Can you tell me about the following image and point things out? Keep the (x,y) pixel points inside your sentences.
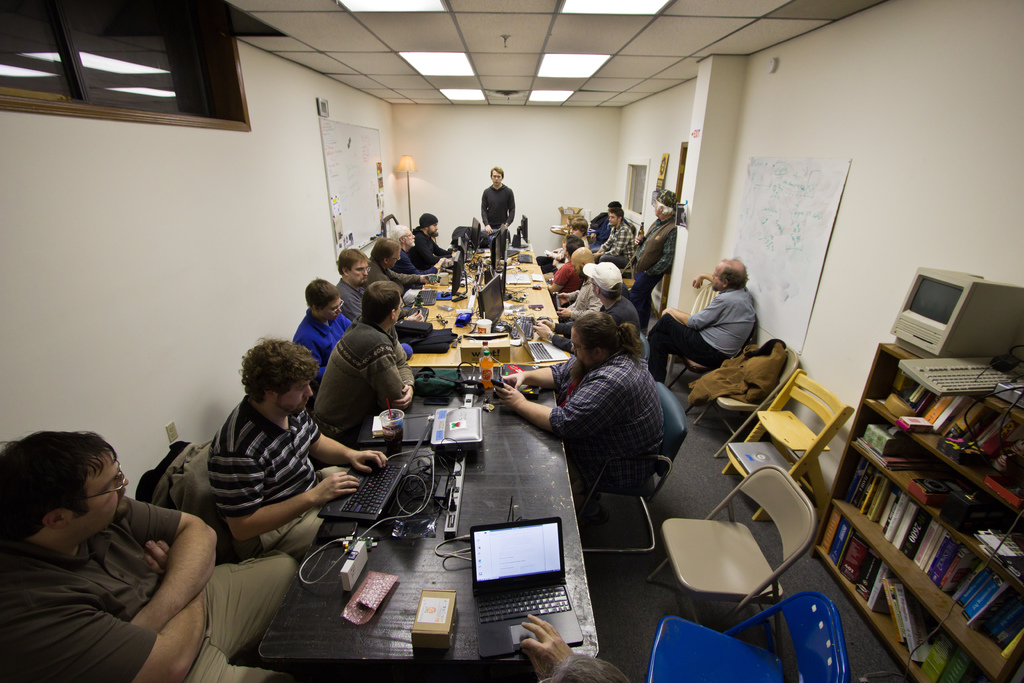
This picture is clicked inside. On the left (279,496) we can see the group of people (344,348) sitting on the chairs (185,471). On the right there are some persons (608,303) sitting on the chairs (625,509). In the center (513,440) we can see the tables (514,475) on the top of which laptops (533,560), bags (428,335) and many other items (473,399) are placed. On the right corner (950,498) there is a cabinet (924,504) containing books (906,513) and on the top of the cabinet (932,520) there is a monitor (954,332) and a keyboard (965,382) and we can see the chairs (806,456) placed on the ground (752,600). In the background (499,146) there is a wall (514,168) and a lamp (407,165) attached to the stand (408,178) and we can see a person (503,189) standing on the ground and we can see a board (340,175) attached to the wall (288,179) and a person (661,229) standing on the ground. At the top (512,31) there is a roof (466,43), ceiling lights (459,59) and we can see the window (189,85).
